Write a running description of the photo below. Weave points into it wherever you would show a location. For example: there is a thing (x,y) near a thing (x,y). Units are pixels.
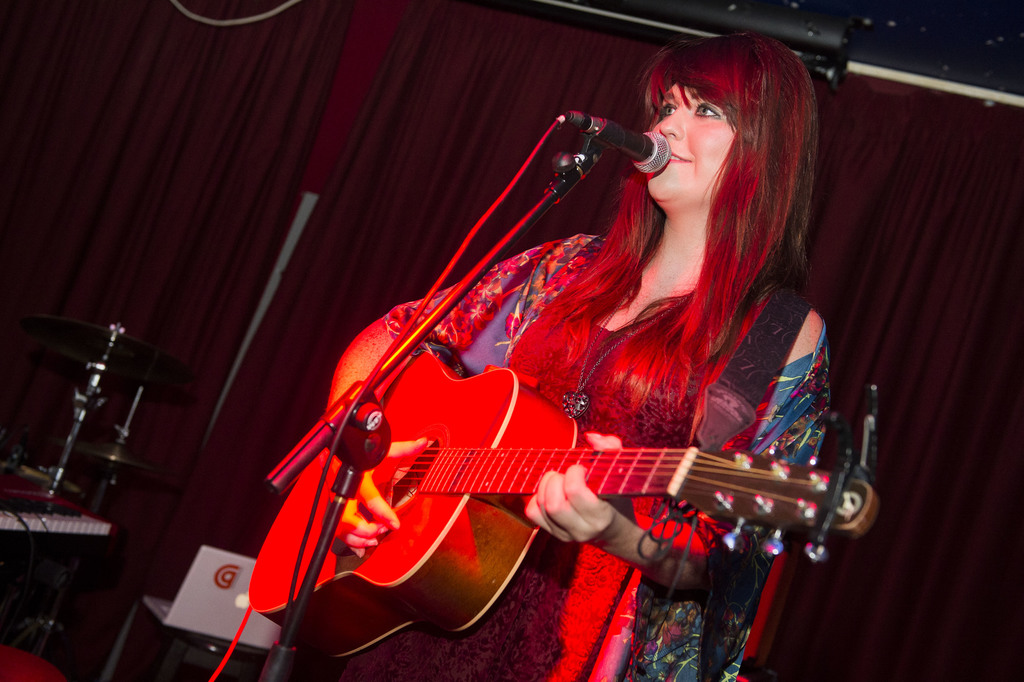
This picture shows a woman (579,346) standing in front of a mic (638,149), holding a guitar (666,474) in her hands (365,485). She is smiling. In the background (320,256) there is a chair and a red color curtain (227,207) here.
